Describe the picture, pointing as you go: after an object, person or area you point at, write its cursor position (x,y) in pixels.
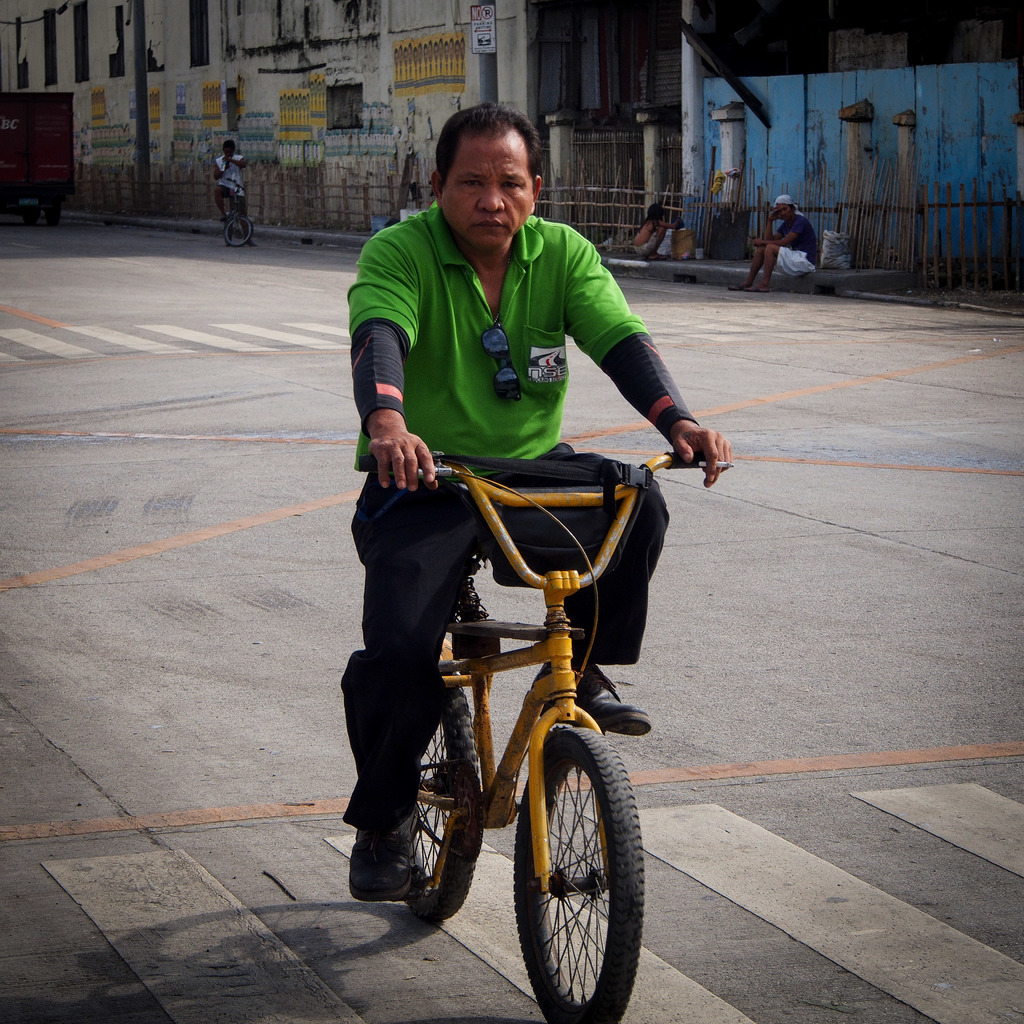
In this image we can see four person (397,272) on the road (730,539). In front (469,262) the man (385,635) is riding a bicycle (541,769) on the road (652,816). At the background (256,65) we can see a building (174,100) and vehicle (68,171), On the right side (765,282) we can man (790,228) is sitting on the footpath (832,275) and we can see a fencing (755,211) on the right side (713,207).
